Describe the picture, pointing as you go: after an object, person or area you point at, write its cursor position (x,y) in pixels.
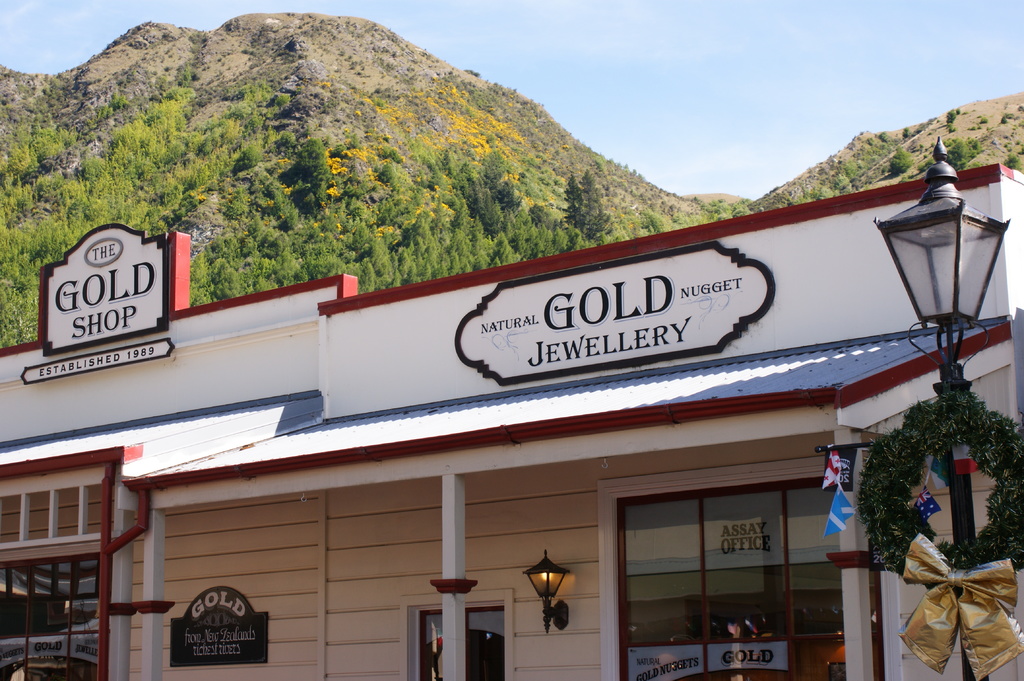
This picture is clicked outside. On the right (902,502) we can see a lamp post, garland (880,486), flags (848,470) and some other objects (942,568). In the center (446,338) we can see the building (233,338) and the text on the building (579,317), we can see the wall mounted lamp (542,573) and in the background (814,61) we can see the sky (673,75), trees (502,212), hills (308,221) and some other objects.
